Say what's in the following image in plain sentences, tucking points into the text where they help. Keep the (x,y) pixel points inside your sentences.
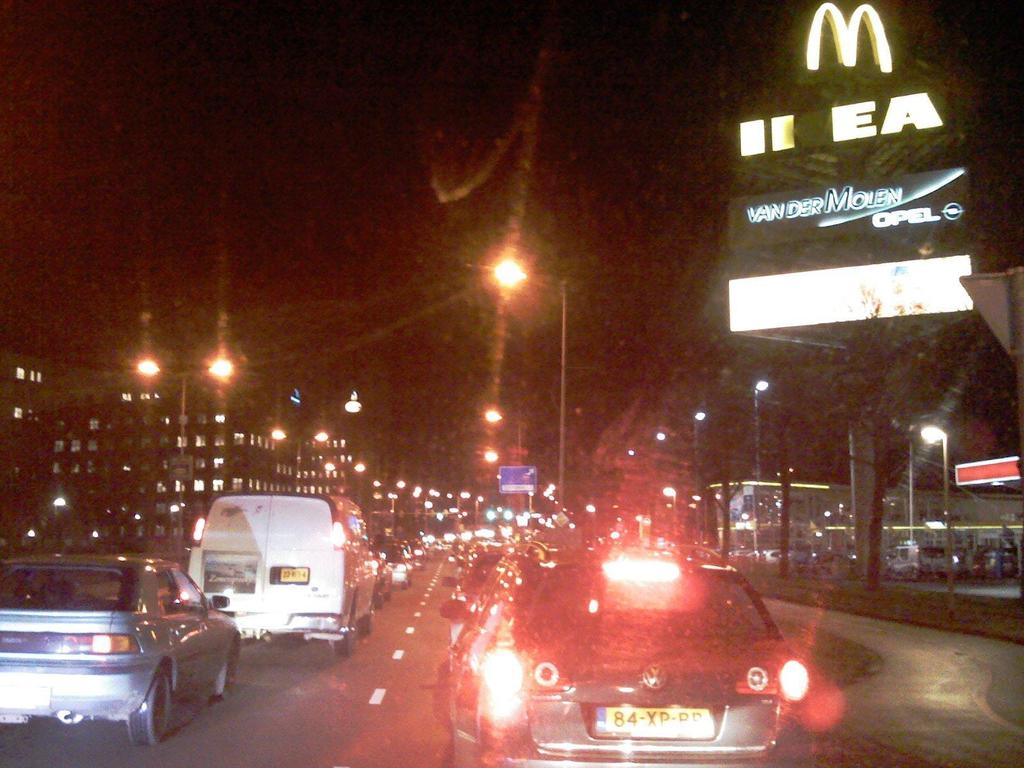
In this picture we can see many vehicles (709,603) and light poles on the road (331,727) with buildings (349,486) on either side.
